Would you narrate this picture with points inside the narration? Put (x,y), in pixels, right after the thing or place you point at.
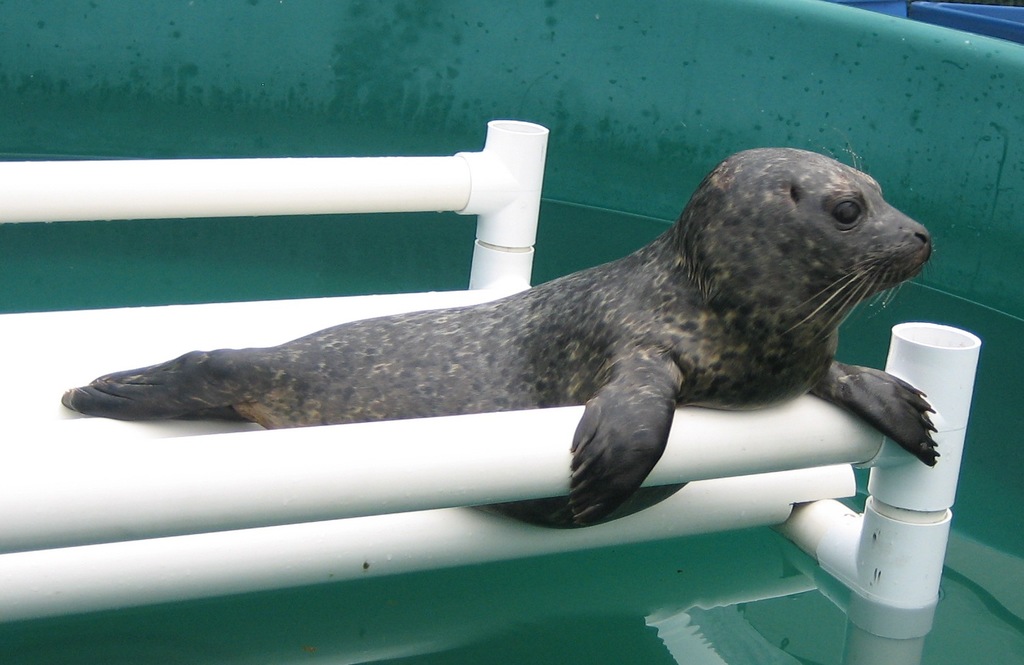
In this picture we can see a Seal (818,163) in a tub (890,120) of water (728,559) with white pipes (377,528).
